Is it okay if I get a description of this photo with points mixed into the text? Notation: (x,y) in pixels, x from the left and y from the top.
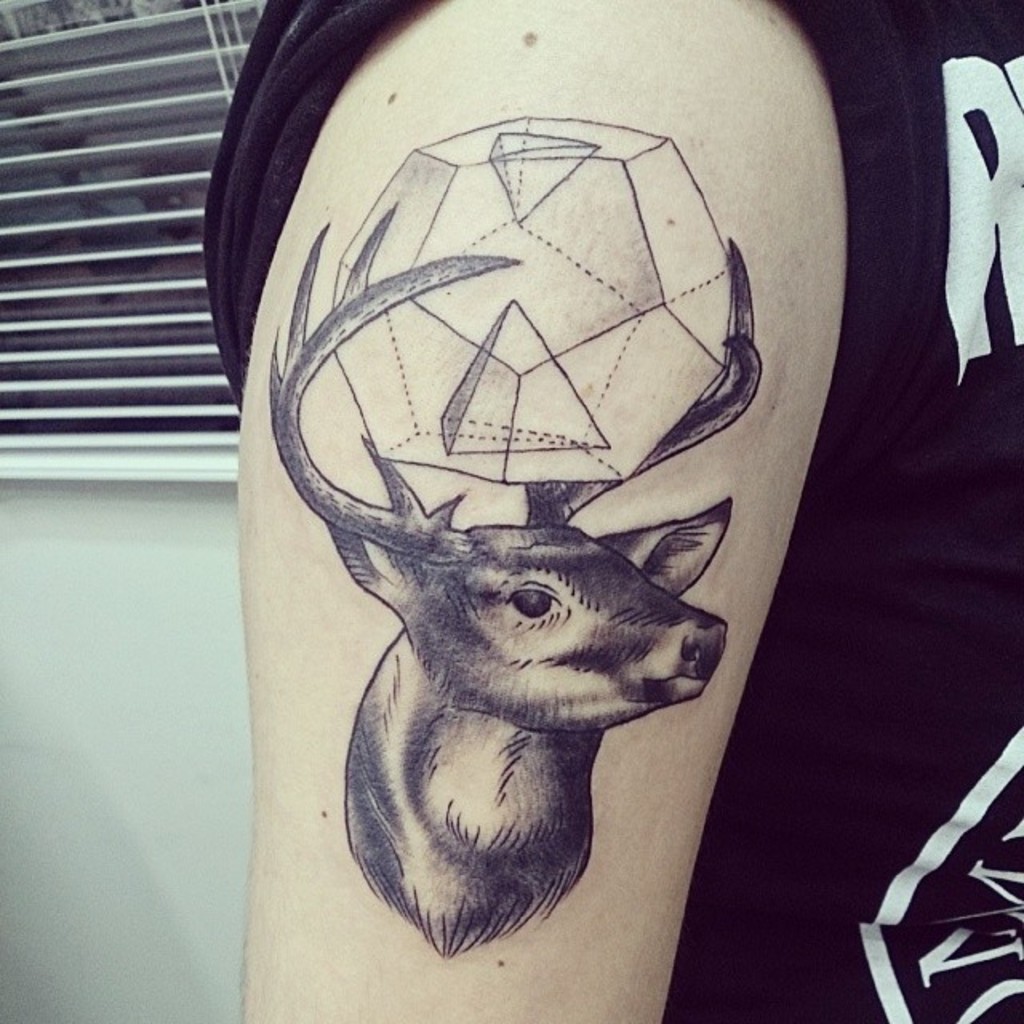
In this picture we can see a person (841,464) in the black t shirt (882,444) and on the person (497,642) hand (446,542), there is a tattoo (469,583) and behind the person (469,621) there is a wall (113,594) with the window shutters (58,414).
